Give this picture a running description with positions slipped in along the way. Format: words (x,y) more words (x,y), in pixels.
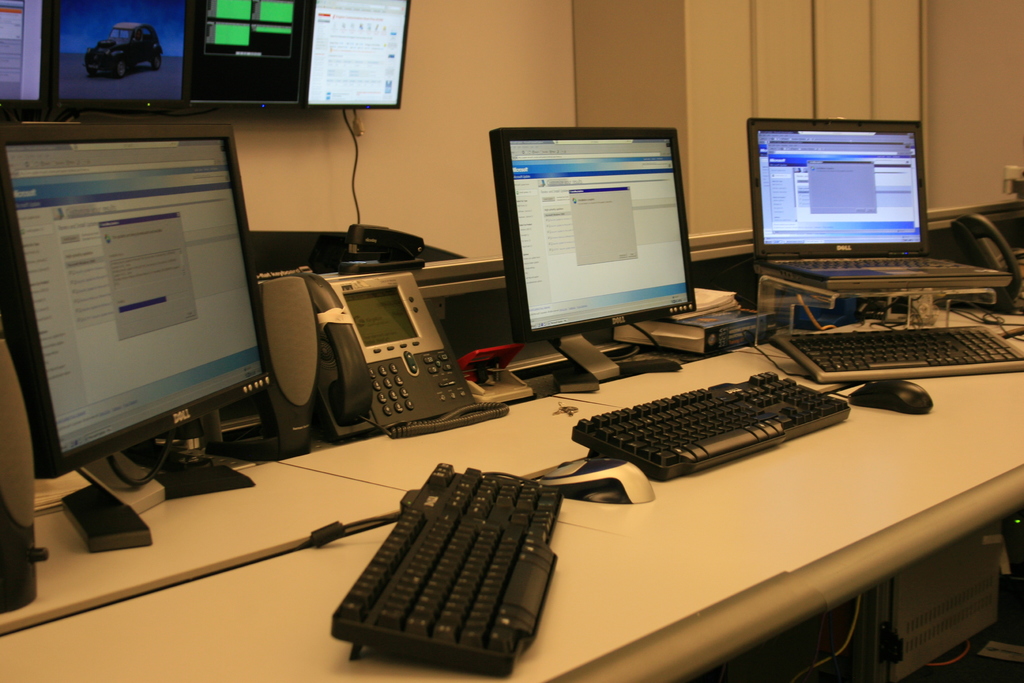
In this image there are monitors (6,237), keyboards (510,515), telephones (1014,287), mouse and other objects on the table (596,518) in the foreground (561,585). And there is a screen (393,79) on the wall (430,132) in the background (67,25).
